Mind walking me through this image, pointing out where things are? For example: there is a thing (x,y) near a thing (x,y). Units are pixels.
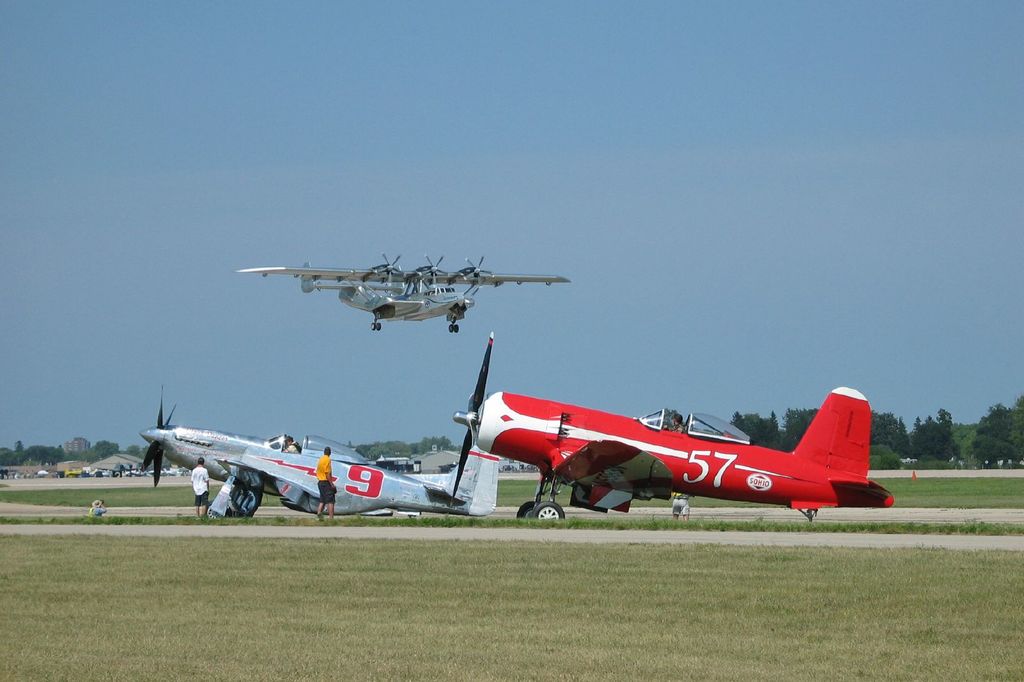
In the picture I can see red color aircraft (570,480) and silver color aircraft (397,487) on the ground (490,515) and two persons (201,493) are standing here. Here we can see the grassland (545,521) and an aircraft (460,304) flying in the air (398,334), here I can see trees (1012,419) and the blue sky (358,203) in the background (319,202).
